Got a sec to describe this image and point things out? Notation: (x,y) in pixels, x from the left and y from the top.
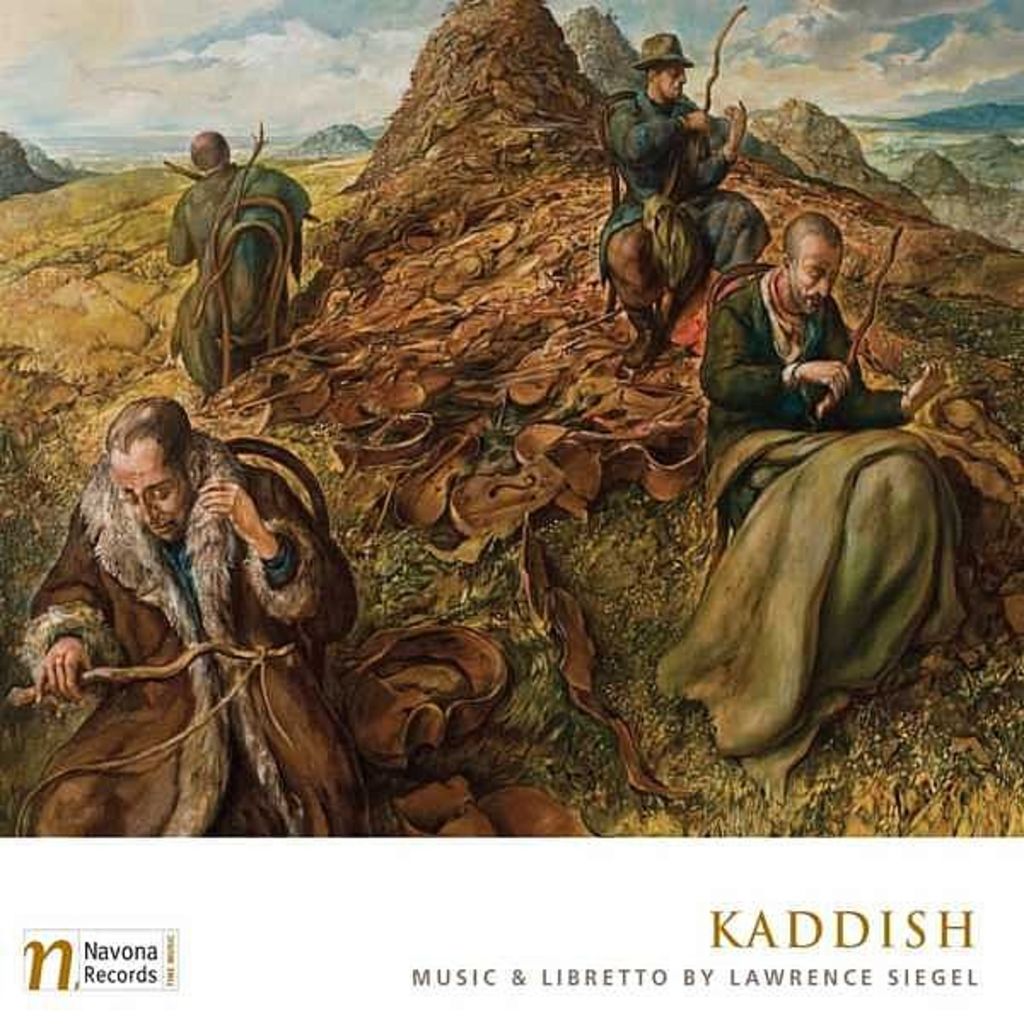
This is an edited image. Here we can see four persons (145,688), rocks (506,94), and few objects (551,367). In the background (935,58) there is sky (953,62) with clouds (953,62). At the bottom of the image (62,948) we can see something is written on it.
